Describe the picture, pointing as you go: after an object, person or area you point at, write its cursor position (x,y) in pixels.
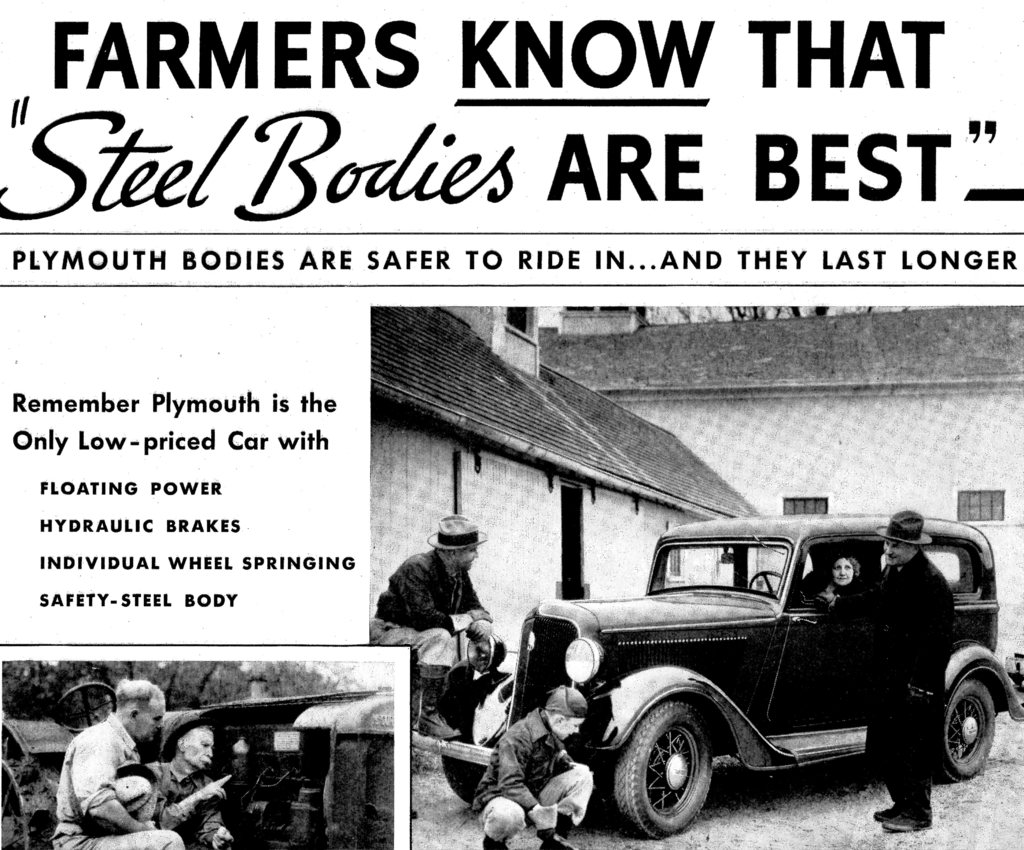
In this image I can see few vehicles (965,558), I can also see few persons (894,630), some are standing and some are sitting and I can see a person (842,576) sitting in the vehicle (798,581) and the image is in black and white, and I can see something written on the image.
